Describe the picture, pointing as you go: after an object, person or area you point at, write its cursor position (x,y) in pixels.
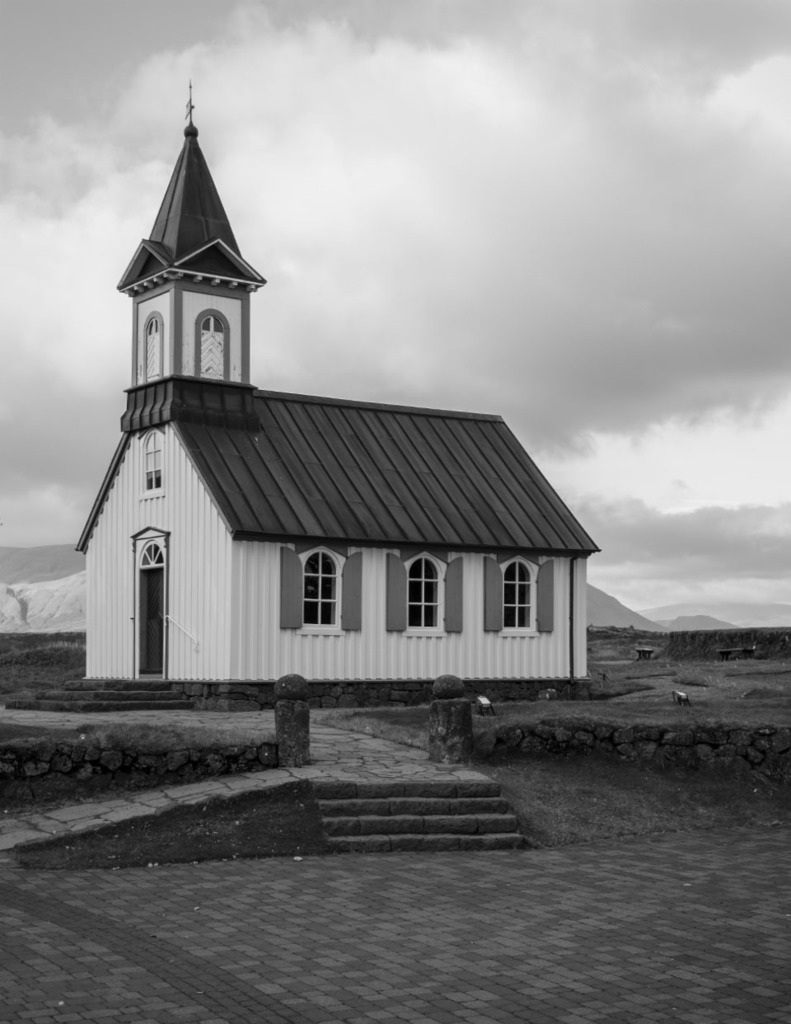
This is a black and white image, we can see a house (339,575) with windows (523,592). We can see some stairs (347,799). We can see some small stone pillars (452,725). We can see the ground (669,688) with some objects (676,695). There are a few hills (625,624). We can see the sky (645,524) with clouds (784,412).
